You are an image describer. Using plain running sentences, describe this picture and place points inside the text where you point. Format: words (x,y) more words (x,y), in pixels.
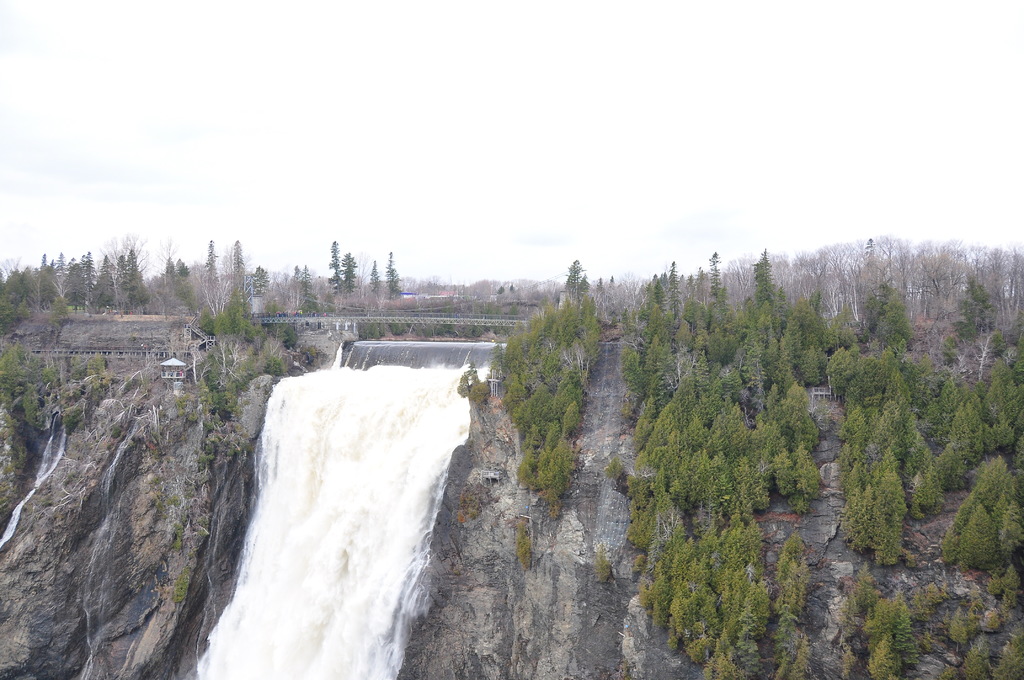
In this image I can see the water (315,410) falling from the mountains (487,418). In the background (581,314) there are many trees (526,289) and the white sky (392,198).
